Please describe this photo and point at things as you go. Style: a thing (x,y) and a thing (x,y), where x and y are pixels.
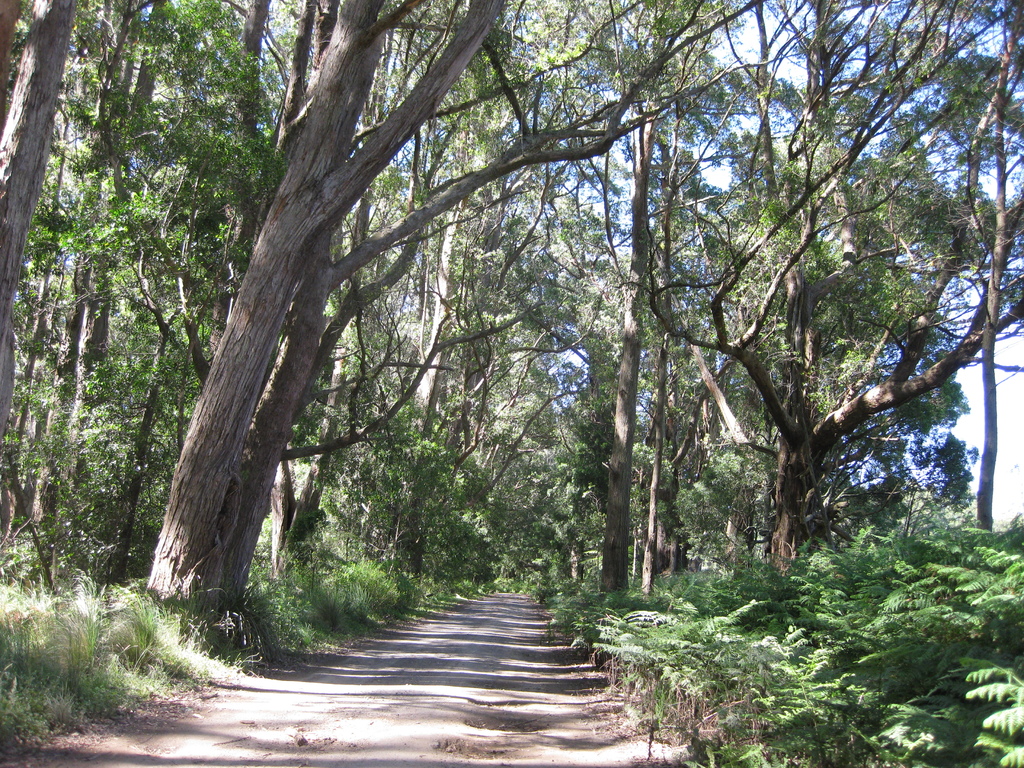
This is grass (77,701). There are plants (475,553) and trees (664,35). In the background (998,34) there is sky (727,167).
